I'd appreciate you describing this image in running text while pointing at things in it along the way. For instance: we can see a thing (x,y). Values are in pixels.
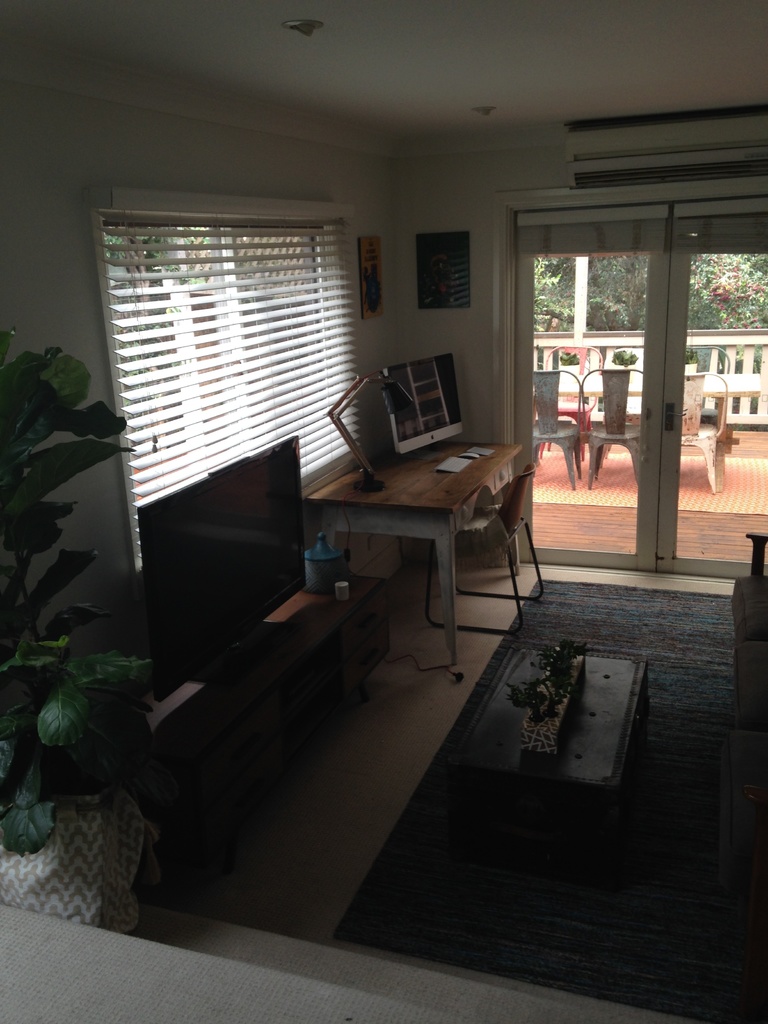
This picture is clicked inside the room (328,791). On the left (238,536) we can see the house plant (16,744), television (286,553), lamp (387,376), monitor (396,373), keyboard (464,464), mouse (474,454) and some other items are placed on the top of the tables (384,475) and there are some objects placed on the top of the center table (485,703) and we can see the floor carpet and chairs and we can see the window (123,306) and window blind (238,365) and there are some objects (426,261) hanging on the wall (392,275). At the top (622,6) there is a roof (640,66) and we can see the air conditioner (710,151). In the background (607,347) we can see the glass doors (610,455) and through the glass doors (526,360) we can see the chairs (612,386), deck rail (744,340) and trees (619,283).
